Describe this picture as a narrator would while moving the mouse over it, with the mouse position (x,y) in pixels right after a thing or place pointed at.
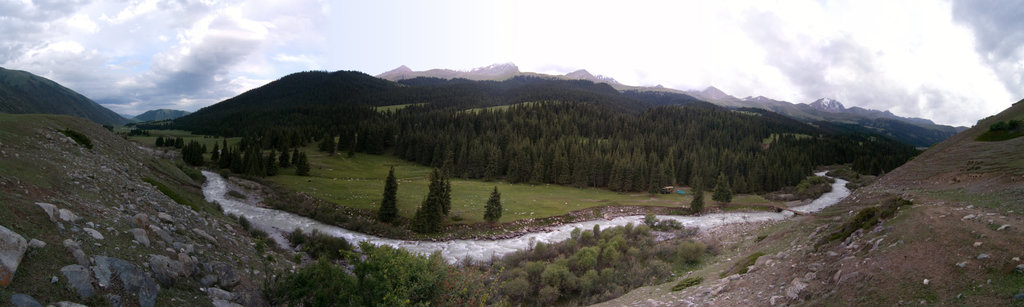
In this picture I can see rocks (564,223), water (667,219), trees (514,174), hills (627,104), and in the background (699,60) there is sky (476,59).
